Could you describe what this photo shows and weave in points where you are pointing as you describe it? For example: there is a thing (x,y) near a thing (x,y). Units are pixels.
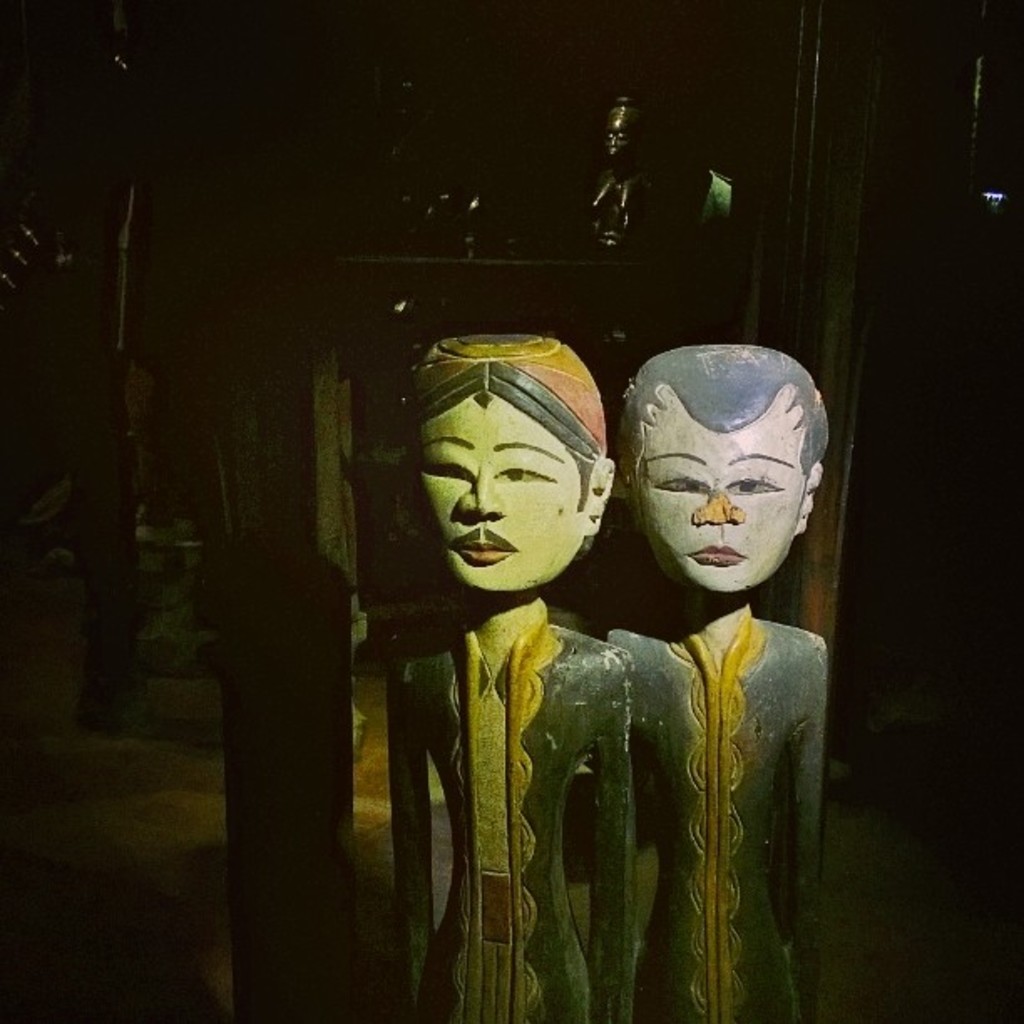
In the image we can see statues (537,601) and the background (321,108) is dark.
